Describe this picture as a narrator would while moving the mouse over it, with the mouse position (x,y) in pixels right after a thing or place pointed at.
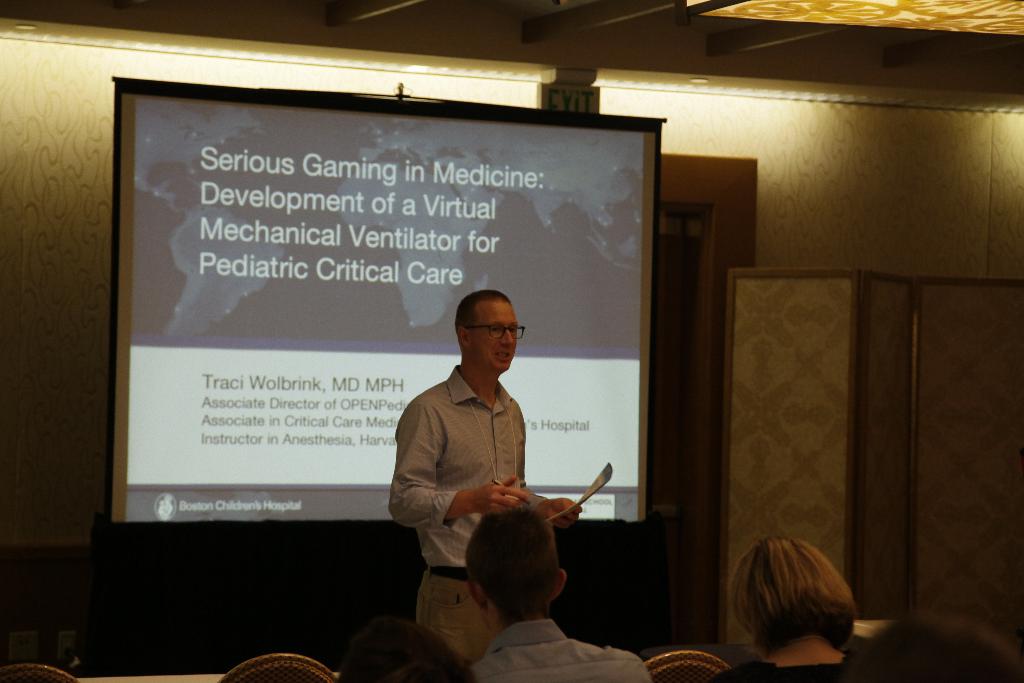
In the image there is man (473,435) standing in front of screen (554,255) holding papers (596,477) and over the ceiling (250,33) there are lights (495,77) on the front (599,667) there are few people (590,657) sitting on chairs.
